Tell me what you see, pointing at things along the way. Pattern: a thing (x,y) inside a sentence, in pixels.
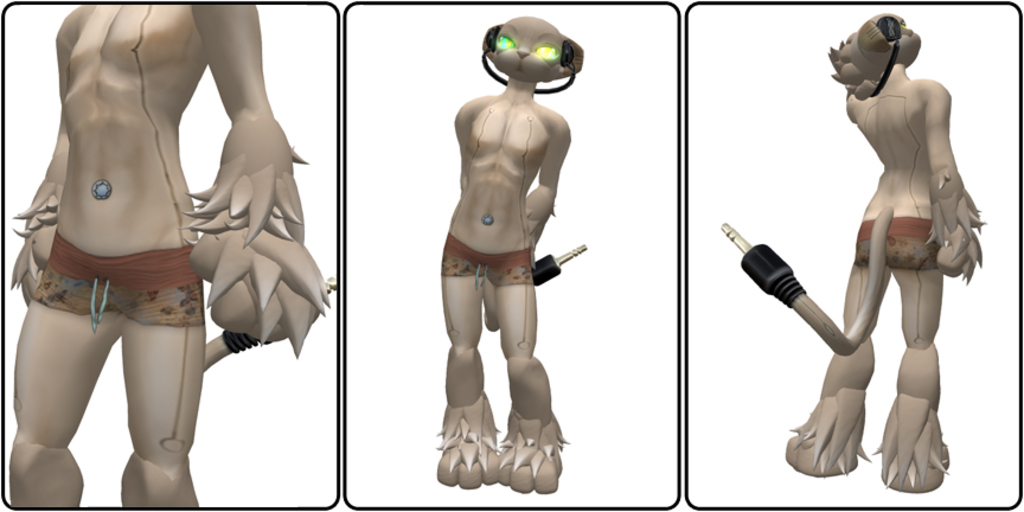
This is an animated image, in this image there is an object (506,252) that looks like an animal (539,193), the animal (511,208) is wearing headphones (572,50), the background of the image (559,95) is white in color.
